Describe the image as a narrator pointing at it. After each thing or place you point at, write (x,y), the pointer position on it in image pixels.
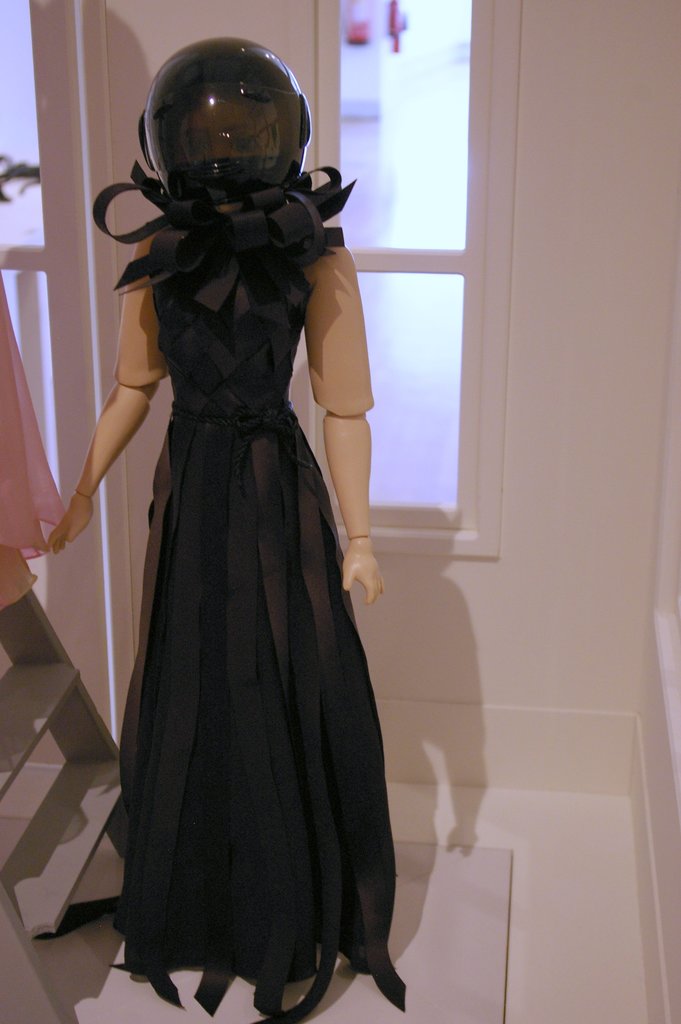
In the center of the image (233,668) we can see a mannequin (342,598) is wearing a black dress (250,446) and helmet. On the left side of the image (19,430) we can see a ladder (10,748), cloth (25,401). In the background of the image (125,469) we can see the wall (607,593), windows (29,266). At the bottom of the image (521,977) we can see the floor (521,922).
